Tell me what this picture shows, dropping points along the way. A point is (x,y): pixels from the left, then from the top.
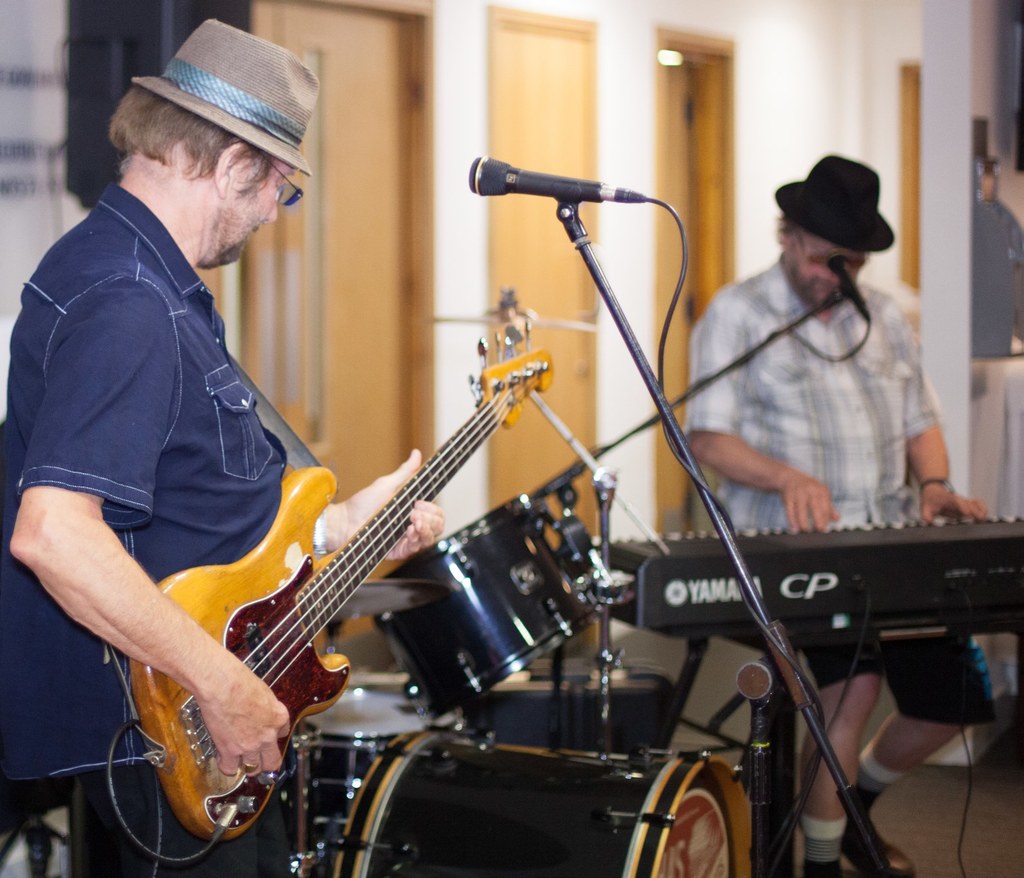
In this image we can see two men (48,627) playing a musical instruments (217,638). There is a mic (565,189) and stand (570,208). At the background (673,129) we can doors (561,110) and a wall (759,94). The man (300,161) is wearing a hat (270,82).
